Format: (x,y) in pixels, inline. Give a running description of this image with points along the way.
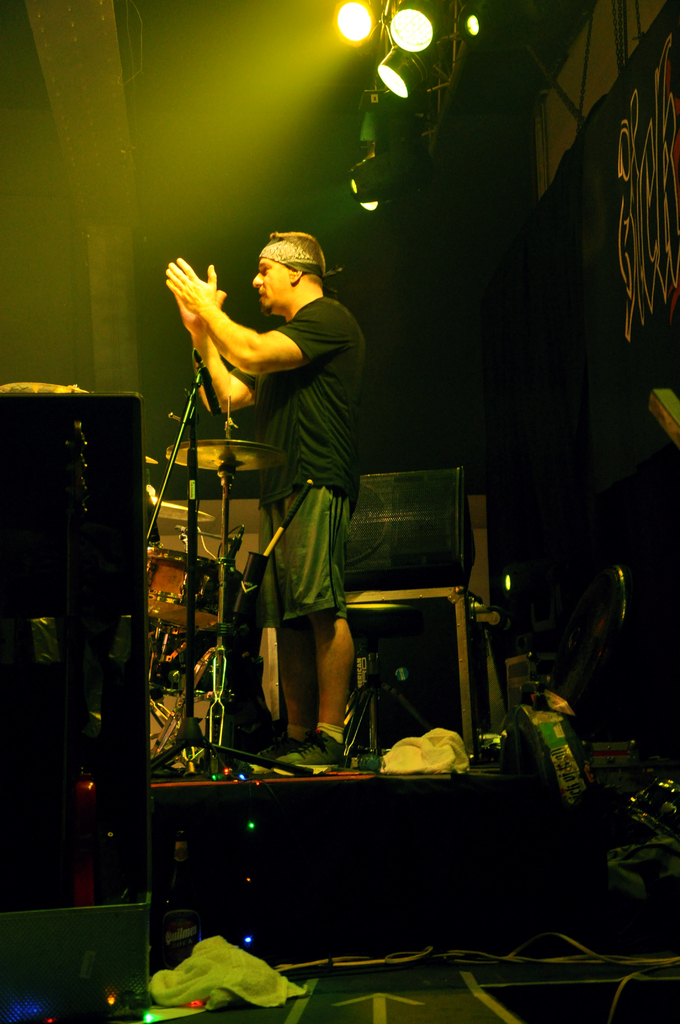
In the image we can see a man (310,517) standing, wearing clothes (344,542), socks (320,728) and shoes (310,735). These are the lights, stand (219,615), cable wires (544,938) and musical instruments (166,559).
